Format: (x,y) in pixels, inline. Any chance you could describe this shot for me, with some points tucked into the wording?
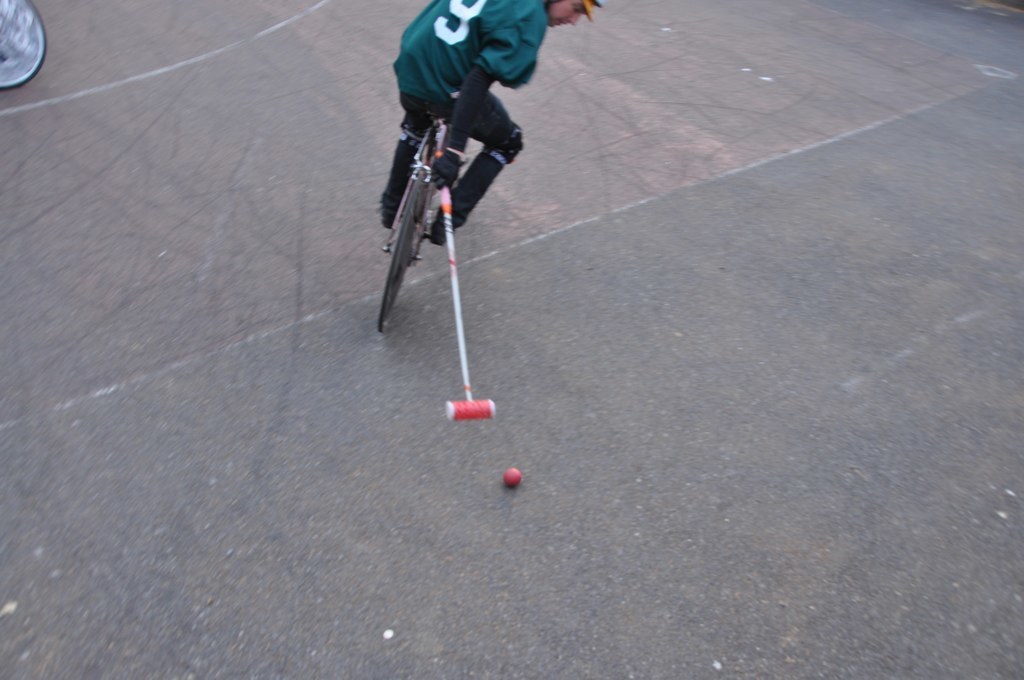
In the image we can see a person (455,72) wearing clothes (452,40), shoes (392,219), gloves (443,175) and the person (436,91) is riding on the bicycle (416,193) and holding an object (455,411). Here we can see the ball (512,476) and the road (829,468).
